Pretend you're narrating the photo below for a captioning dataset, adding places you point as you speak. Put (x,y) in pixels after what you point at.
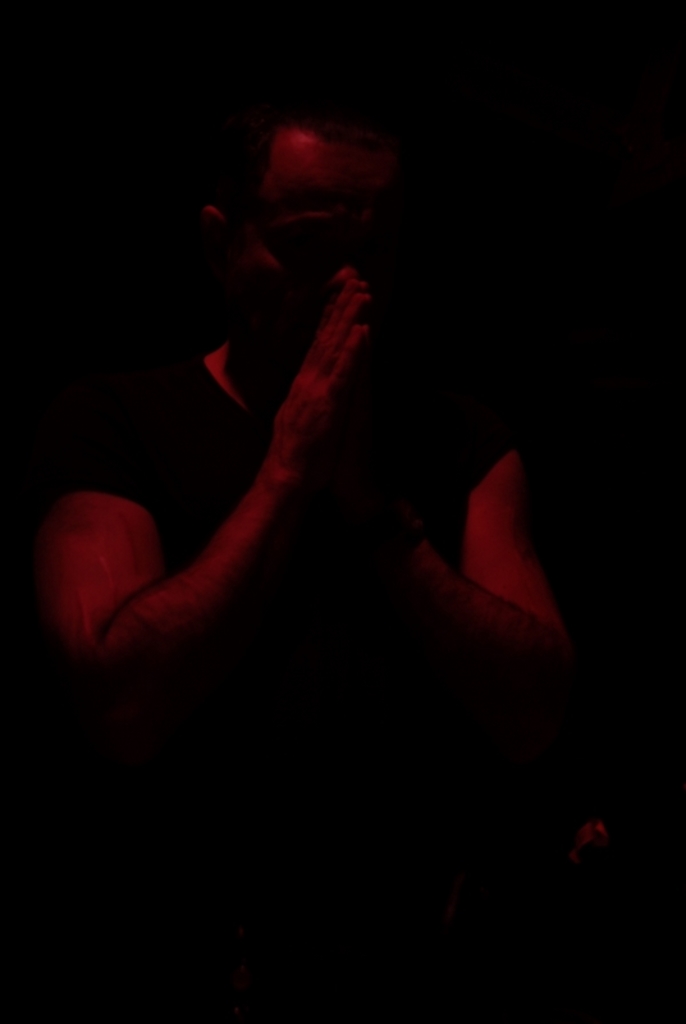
In this picture there is a person (459,774) folding hands (339,332). The background (2,71) is dark.
